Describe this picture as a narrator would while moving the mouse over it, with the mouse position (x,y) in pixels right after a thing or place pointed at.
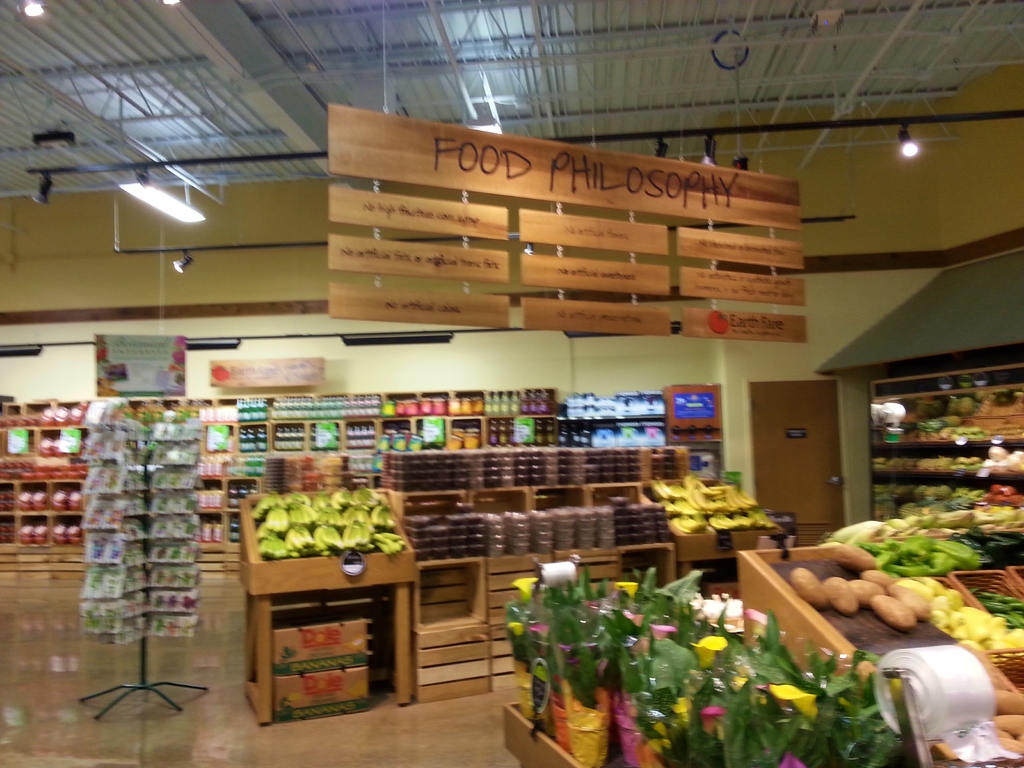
In this image there is a store (336,572), in that store (319,470) there are racks (234,429), in that racks (634,551) there are few items (941,581), at the top (157,121) there is a roof (602,38) for that roof (429,112) there a board (612,330) hangs on that board (491,220) there is some text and there are lights (524,251).
